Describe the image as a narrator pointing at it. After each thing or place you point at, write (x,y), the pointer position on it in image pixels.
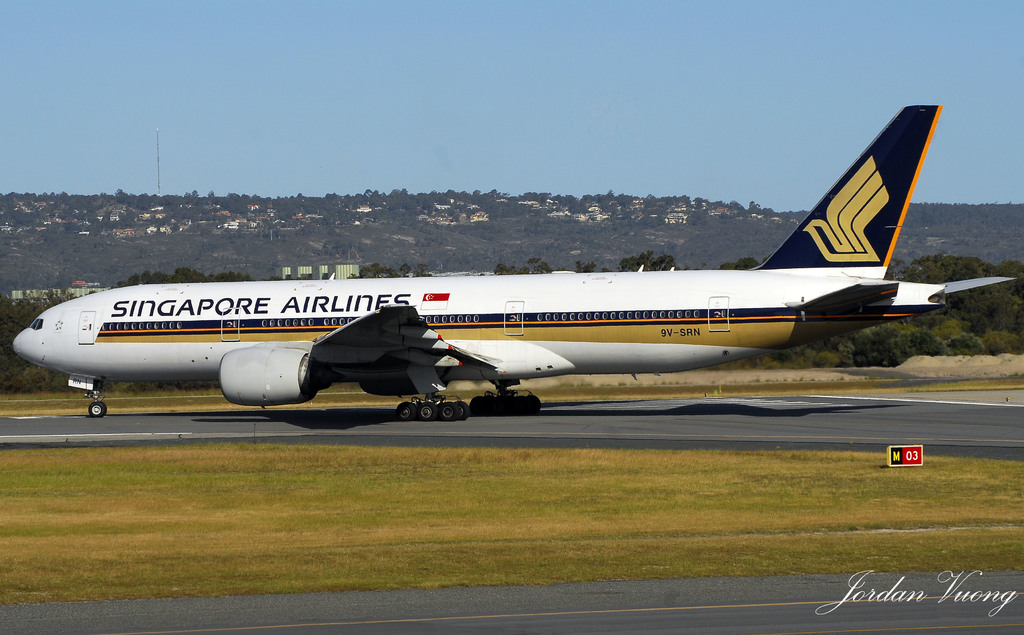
The image is taken in an airport (457,448). In the foreground of the picture (458,468) there are runways (970,406), grass (642,455) and an airplane (347,326). In the center of the picture (640,258) there are trees (989,312), buildings (161,231), a tower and other objects (513,220). At the top (456,129) it is sky (433,114).
